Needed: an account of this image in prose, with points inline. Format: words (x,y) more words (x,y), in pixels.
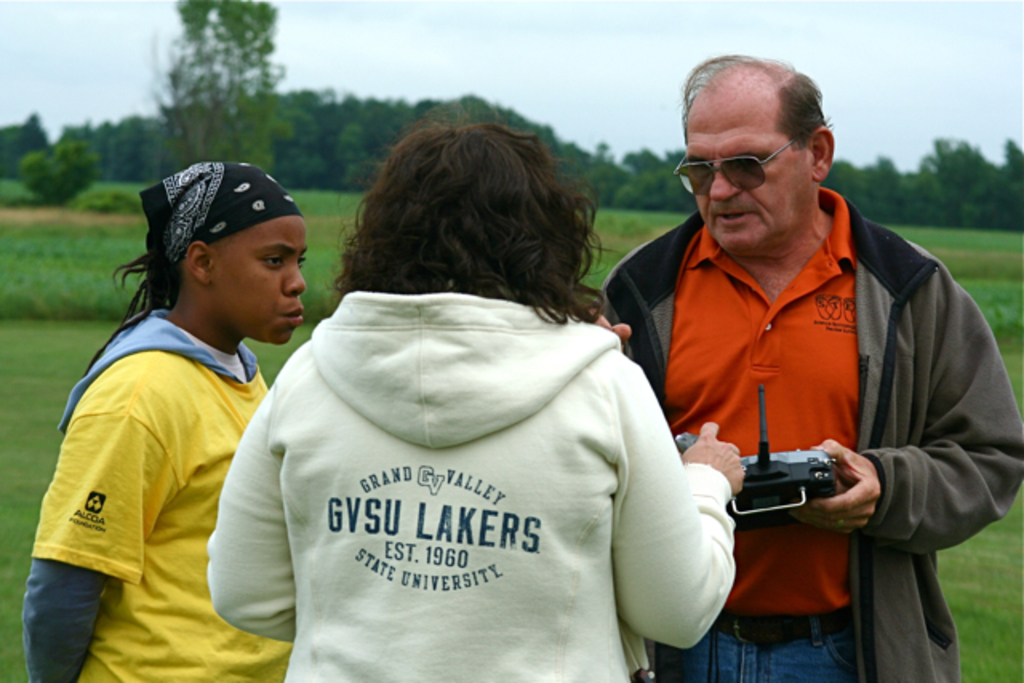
In this image, there is an outside view. In the foreground (268,399), there are three persons (684,383) standing and wearing clothes (783,389). There is a person (783,389) on the right side of the image (783,389) holding a remote (789,460) with his hand (828,499). In the background (675,193), there are some trees (572,168) and sky (683,44).
